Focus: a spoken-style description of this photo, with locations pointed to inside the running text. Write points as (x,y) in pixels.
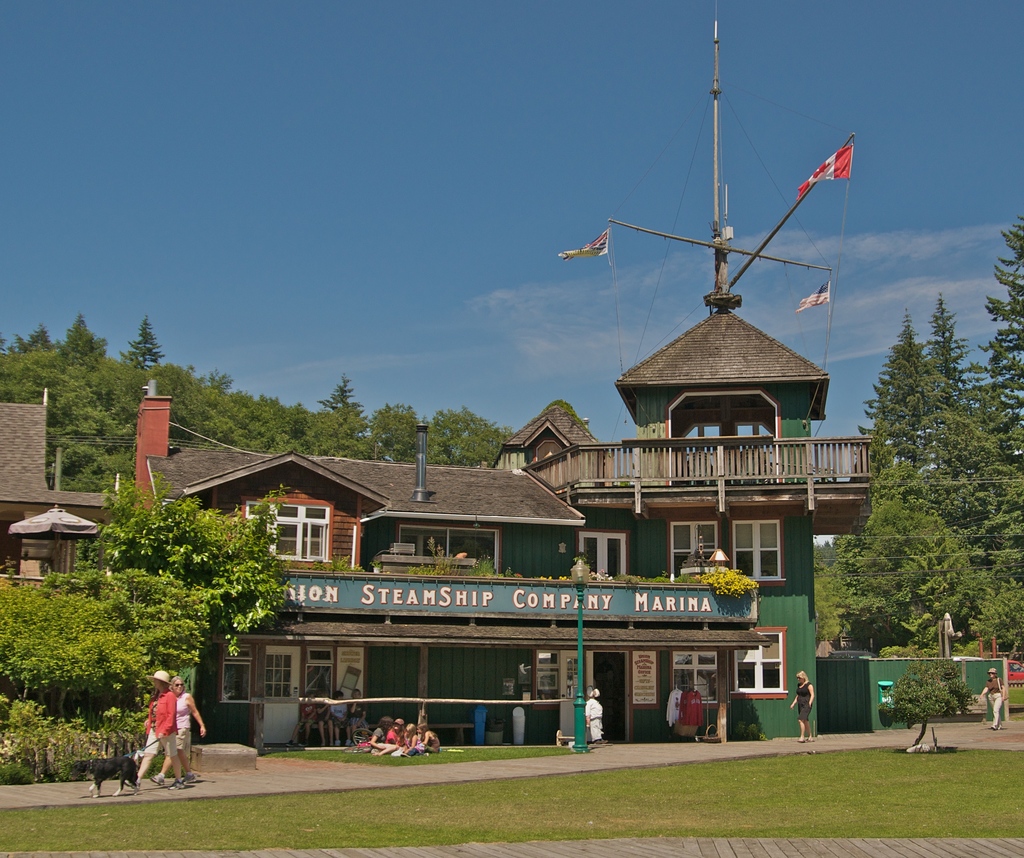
In this image in the front (571,823) there's grass (531,811) on the ground (406,785). In the center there are persons (160,744) walking and standing and there is a dog (134,778). In the background (256,592) there are buildings (525,522), trees (143,527) and there are persons (422,736) sitting and the sky (735,259) is cloudy and there are flags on the top of the building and there is a tower (719,276) and there is a car (1015,673) which is red in colour.
